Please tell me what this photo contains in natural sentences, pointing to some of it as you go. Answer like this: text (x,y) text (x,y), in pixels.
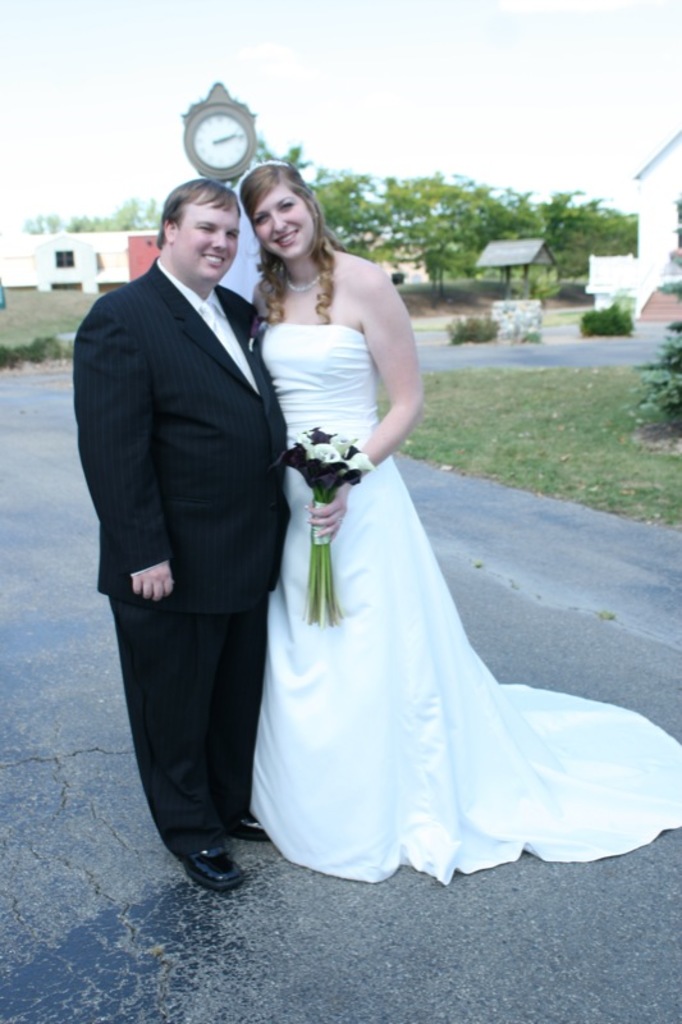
In this picture I can see a man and a woman (397,396) standing and smiling. I can see a woman (365,392) holding a bouquet (320,436). There are buildings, plants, trees (569,210) and a clock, and in the background (27,104) there is the sky (541,119).
